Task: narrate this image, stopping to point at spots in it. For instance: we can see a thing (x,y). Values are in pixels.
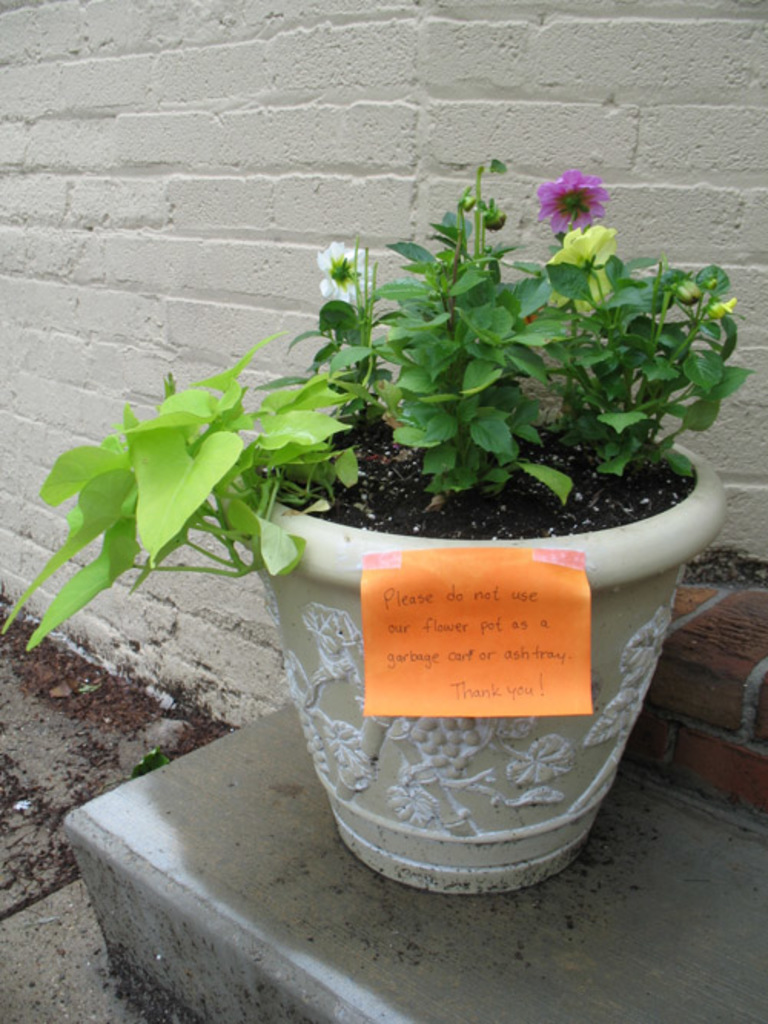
In this picture there are pink and white color flowers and there are buds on the plants (489,295) and there are plants (611,314) in the pot (630,685) and there is a paper (430,555) on the pot (490,768) and there is text (565,651) on the paper (536,689). At the bottom (166,787) there is a floor (81,735). At the back (163,231) there is a wall (369,129).
